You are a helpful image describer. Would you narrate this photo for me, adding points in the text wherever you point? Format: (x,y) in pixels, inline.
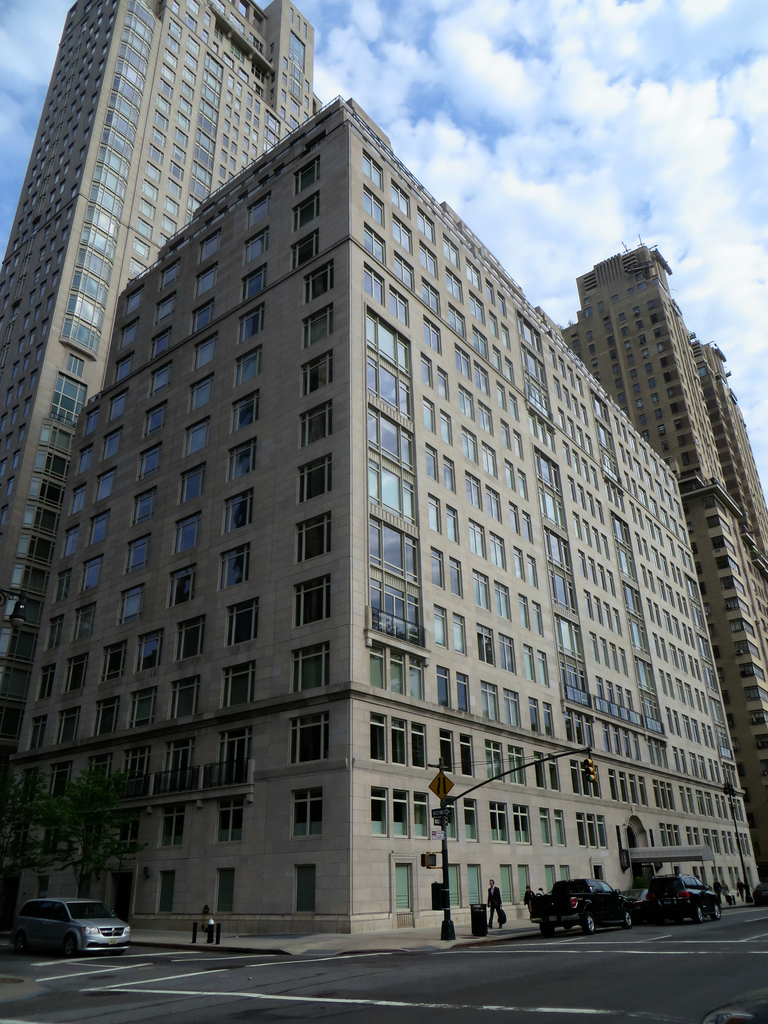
In this picture we can observe buildings (297,398) which were very tall. We can observe some plants (68,821) here. There are some cars (109,933) moving on the road (540,976). We can observe some people (495,905) walking on the footpath (393,934). There is a pole (446,936) here. In the background (500,112) there is a sky (475,122) with clouds (448,74).
